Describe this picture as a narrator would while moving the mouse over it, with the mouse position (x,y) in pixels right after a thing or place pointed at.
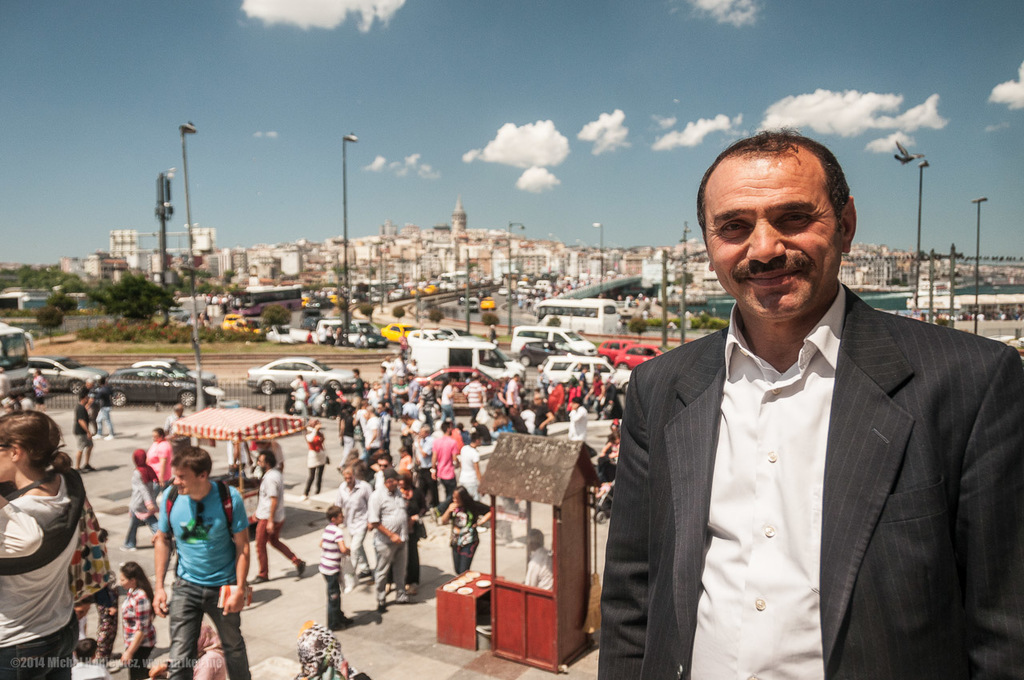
In this image we can see a man (827,454) standing and smiling. In the background (542,425) we can see many people (90,430). We can also see the light poles (194,299), buildings (497,266), trees (705,322) and also the vehicles (407,335) passing on the road (355,359). We can also see the fence (224,385), path (122,453), tent (229,429) for shelter. We can also see the roof (549,484), a table (457,598) with some objects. At the top (376,107) we can see the sky (575,179) with the clouds (886,125) and in the bottom left corner (109,661) we can see the text (191,667).
